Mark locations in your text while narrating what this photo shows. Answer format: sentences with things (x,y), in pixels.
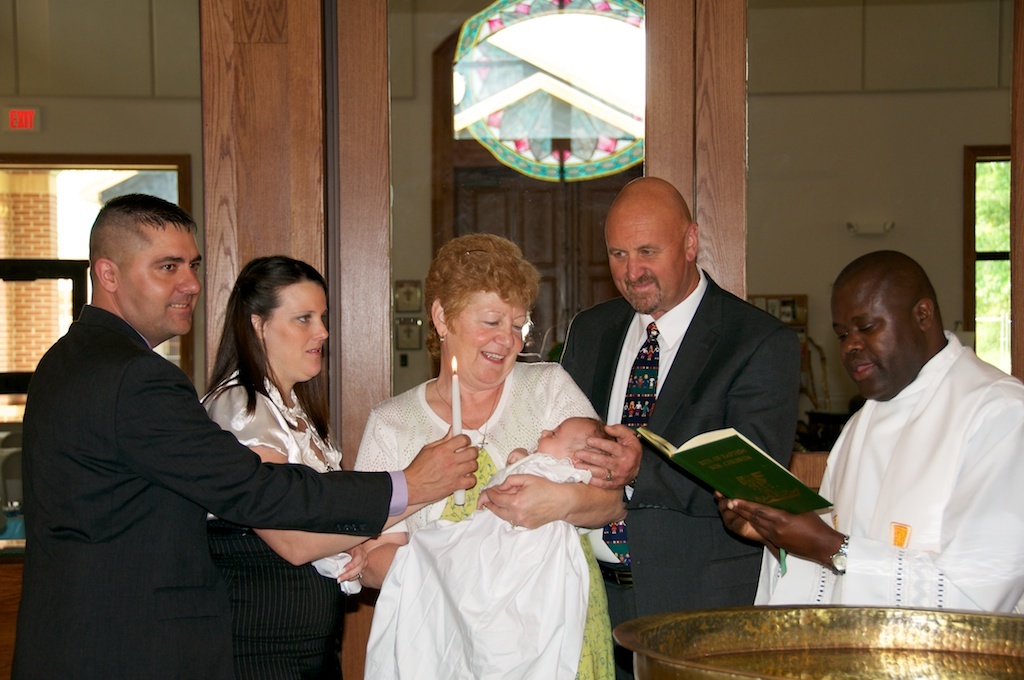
In this image there are five persons (658,491) standing, a person (608,488) carrying a baby (519,471), a person (925,331) holding a book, a person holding a candle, and in the background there are windows (978,316), door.
